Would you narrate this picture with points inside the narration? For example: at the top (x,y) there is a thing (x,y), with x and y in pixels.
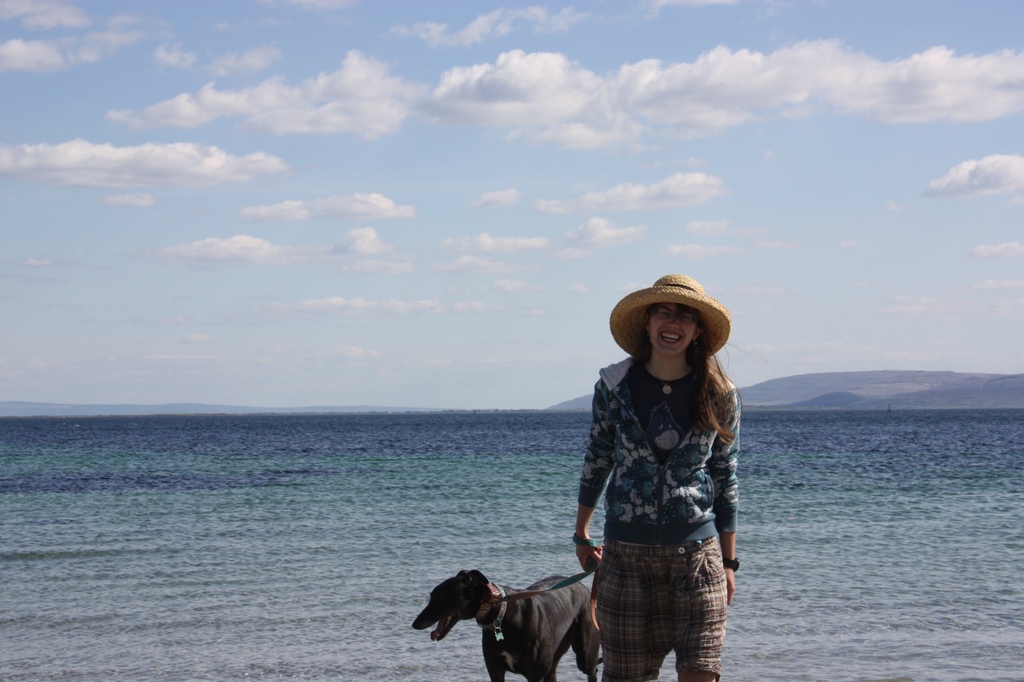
This is the outside view. In this image, we can see a woman (680,470). She hold a dog belt (571,581). There is a dog (531,641) here beside her. The background (376,577), we can see a sea (295,578) and sky (504,362) with clouds (560,111). Here woman (693,309) is wearing a hat (671,302). And she wear a t-shirt (671,415) and jacket (703,461), short (719,574). Here right side (847,378), we can see some mountains (859,383).
